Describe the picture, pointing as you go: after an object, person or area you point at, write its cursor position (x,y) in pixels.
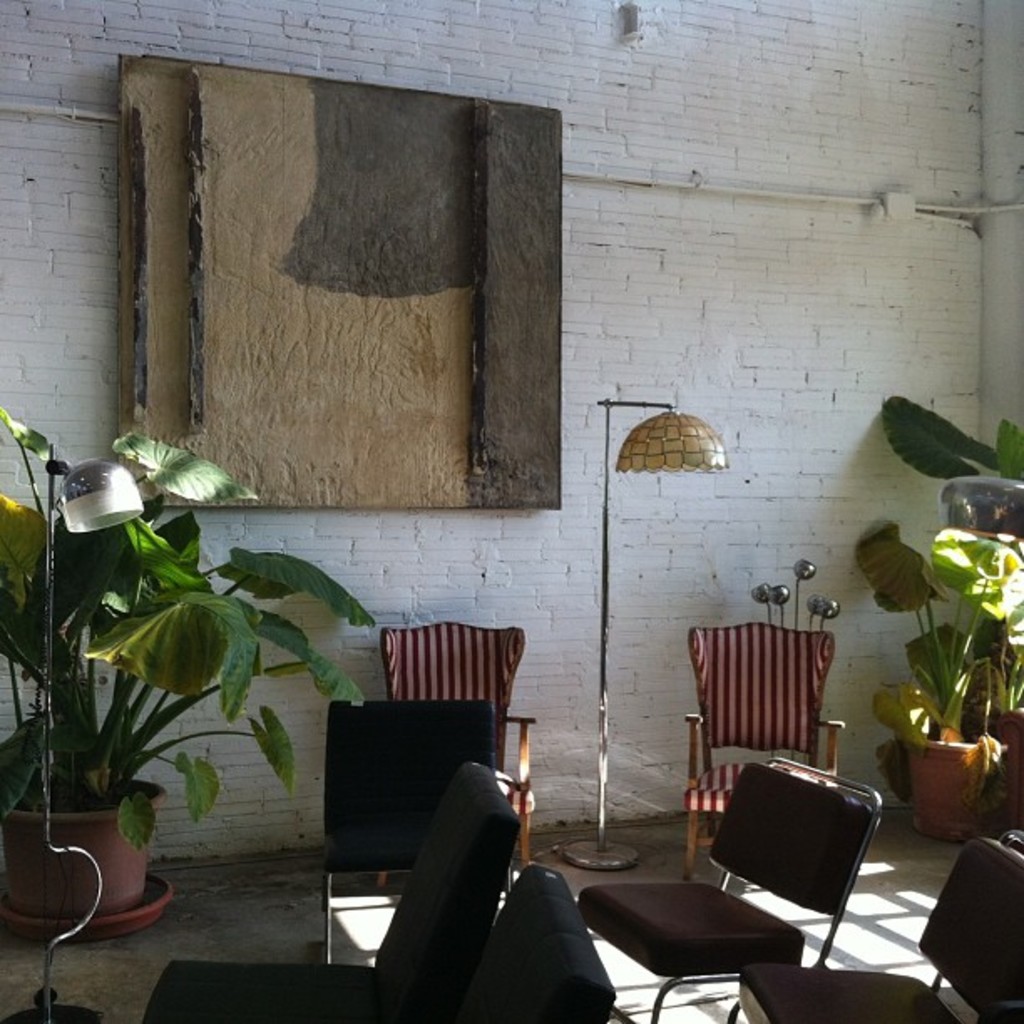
Plant (143,697) there are chairs (737,815) and lamp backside there is wall (759,285).
